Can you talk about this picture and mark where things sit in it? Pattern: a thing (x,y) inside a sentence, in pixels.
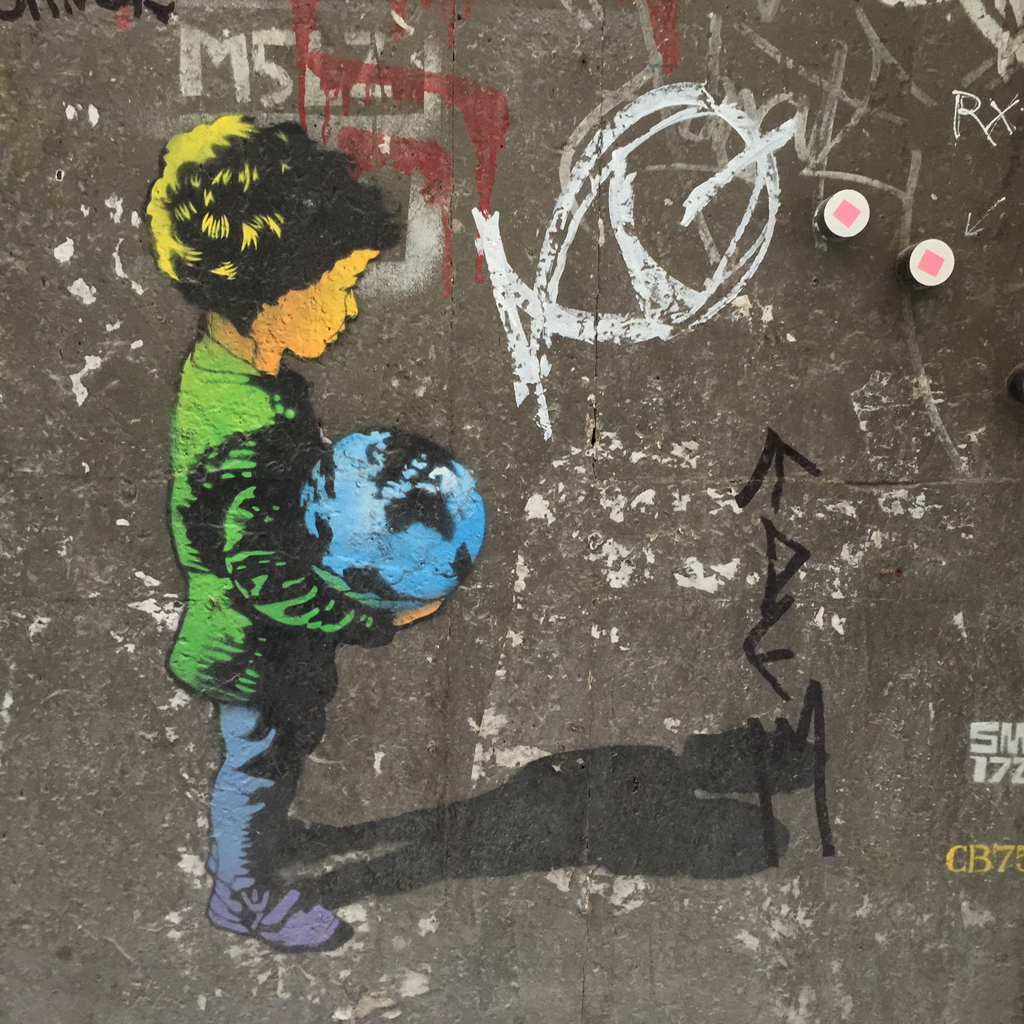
In this picture, we can see a wall (676,920). On that wall (592,537) there are some paintings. On the left side of the image (248,530), we can see a painting (408,559) of a boy (383,605) holding a ball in his hands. On the right side (787,553), we can see some graffiti (772,565).
